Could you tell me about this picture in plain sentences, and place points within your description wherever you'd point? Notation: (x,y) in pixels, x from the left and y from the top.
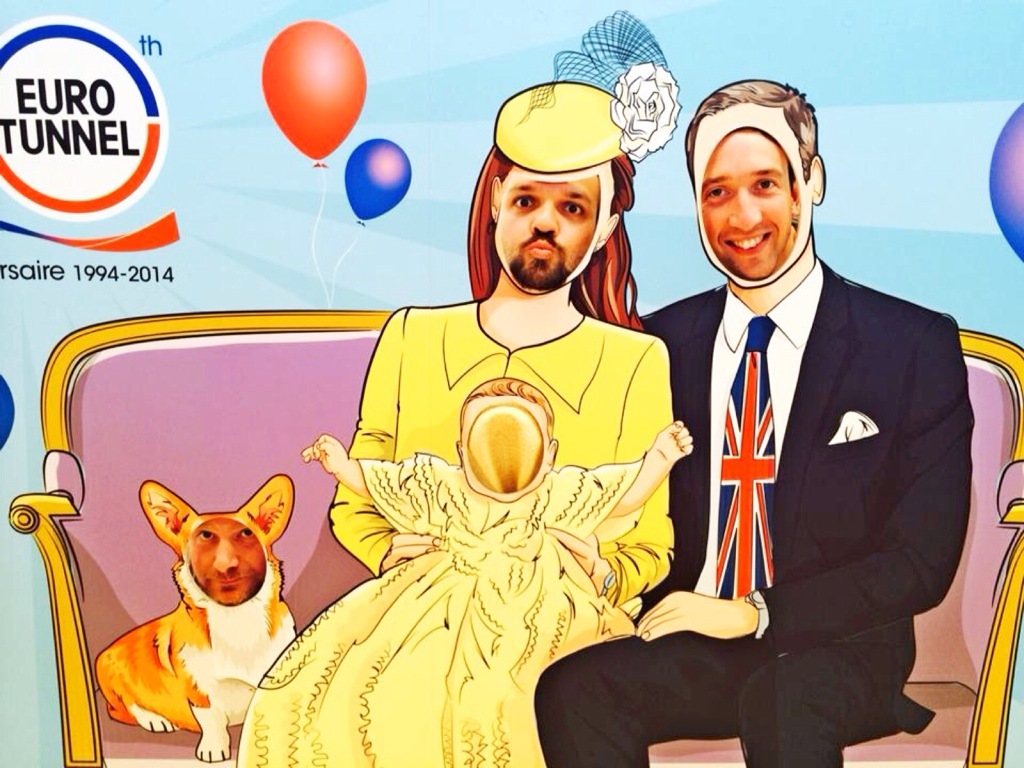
In the picture we can see a painting (29,764) of a man (939,446) and a woman (372,440) sitting on the sofa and beside them we can see a dog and on the woman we can see a baby (363,766) and behind the sofa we can see some balloons painting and some advertisement (70,79).
